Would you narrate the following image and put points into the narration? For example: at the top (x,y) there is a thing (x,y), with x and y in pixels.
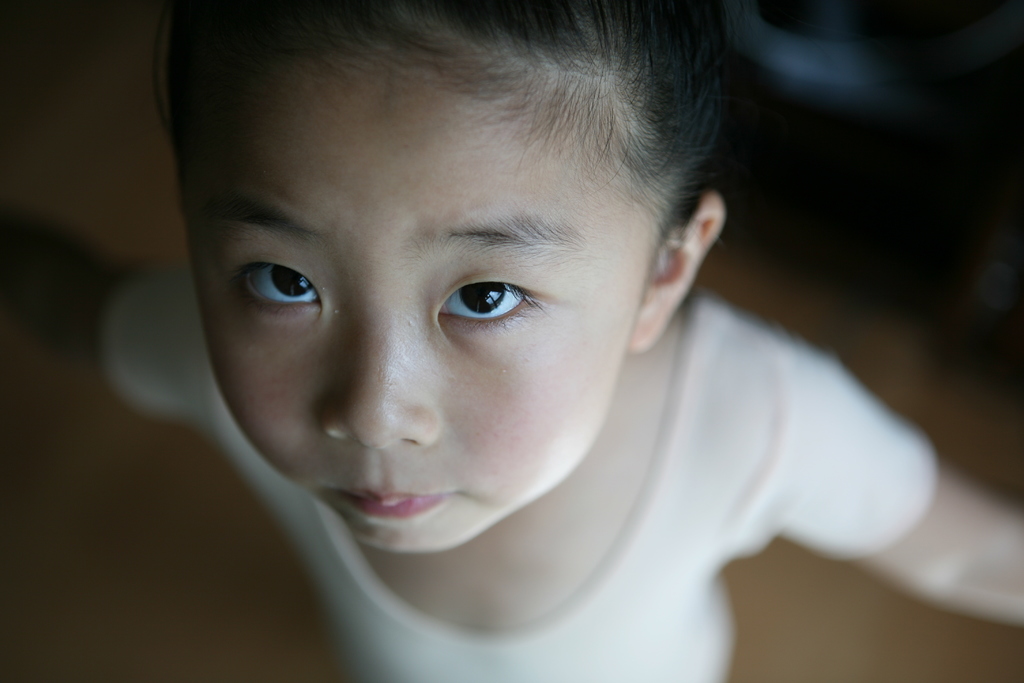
In this picture we can see a girl (634,661) standing and in the background (70,179) it is blurry.
